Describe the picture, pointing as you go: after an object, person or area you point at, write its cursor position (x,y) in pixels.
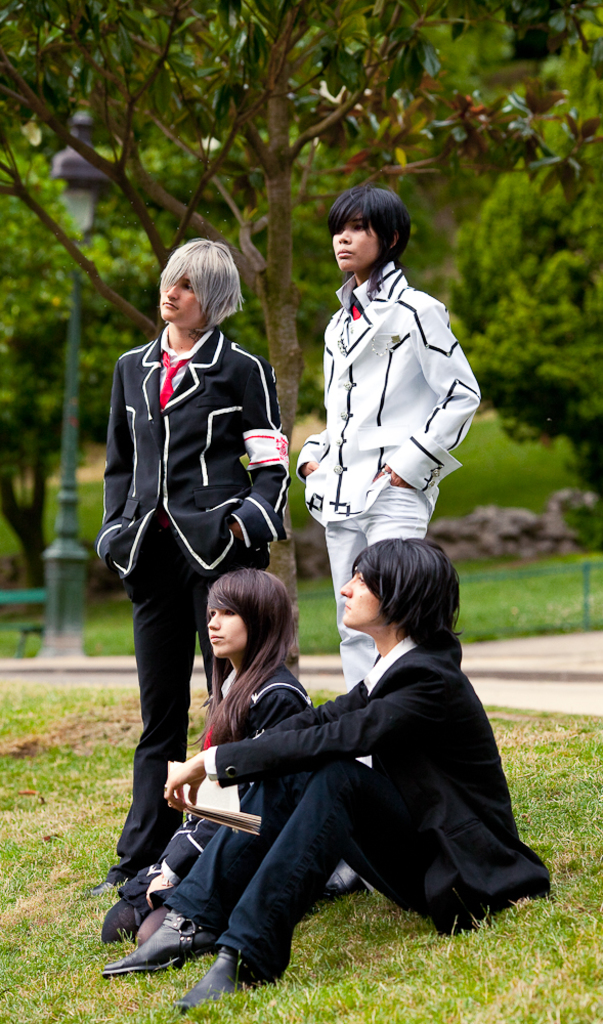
At the bottom of the image (115,767) few people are sitting on the grass (68,694). In the middle of the image (265,565) two persons (362,233) are standing. Behind them there are some trees (304,198) and poles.
